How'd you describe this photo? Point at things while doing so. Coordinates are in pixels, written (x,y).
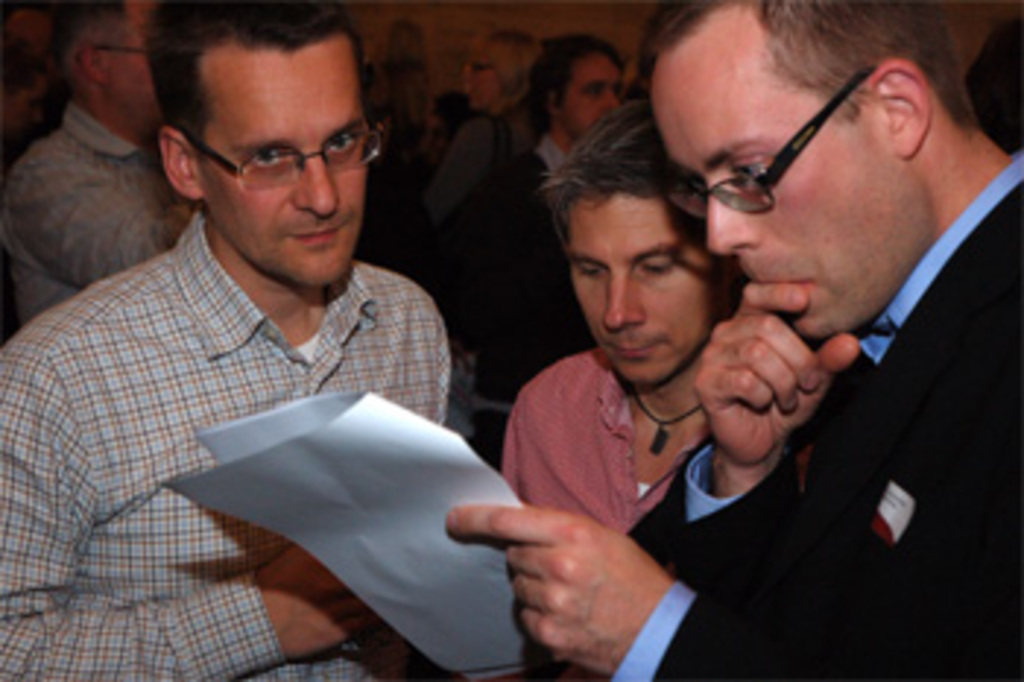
In this image we can see a group of people (141,496) standing. One person (865,546) is holding a paper (354,528) in his hands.
